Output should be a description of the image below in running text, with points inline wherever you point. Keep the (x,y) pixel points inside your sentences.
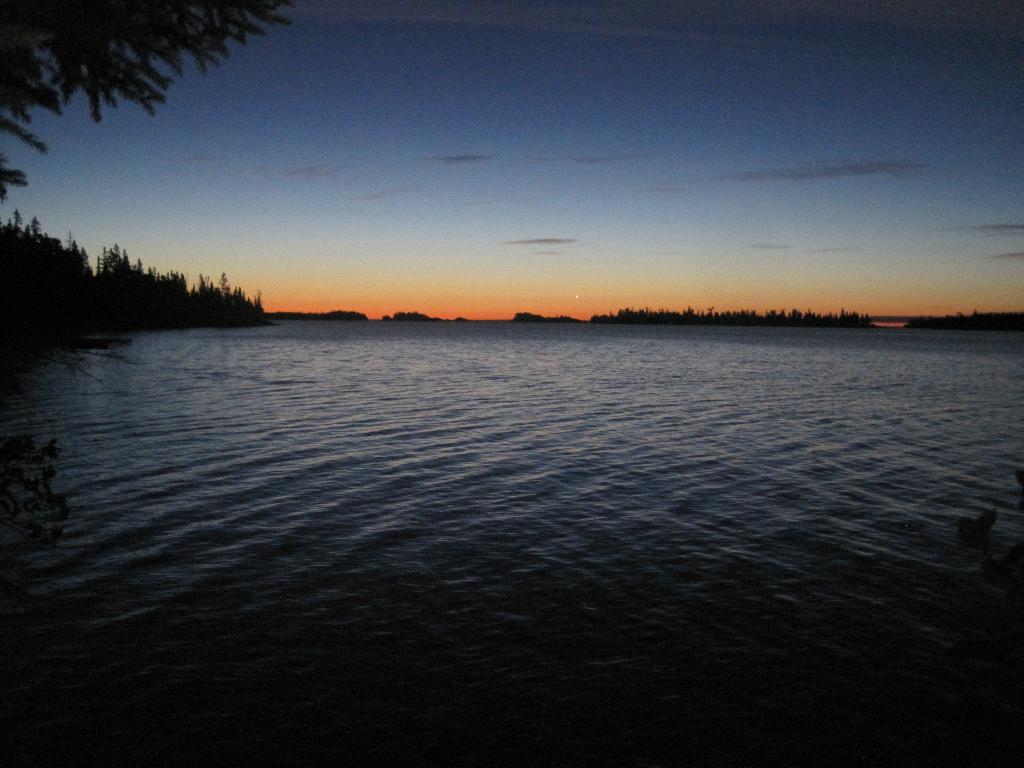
In this image I can see the water (433,575) and few trees (213,311) around the water (755,343). In the background (530,157) I can see the sky (511,177).
